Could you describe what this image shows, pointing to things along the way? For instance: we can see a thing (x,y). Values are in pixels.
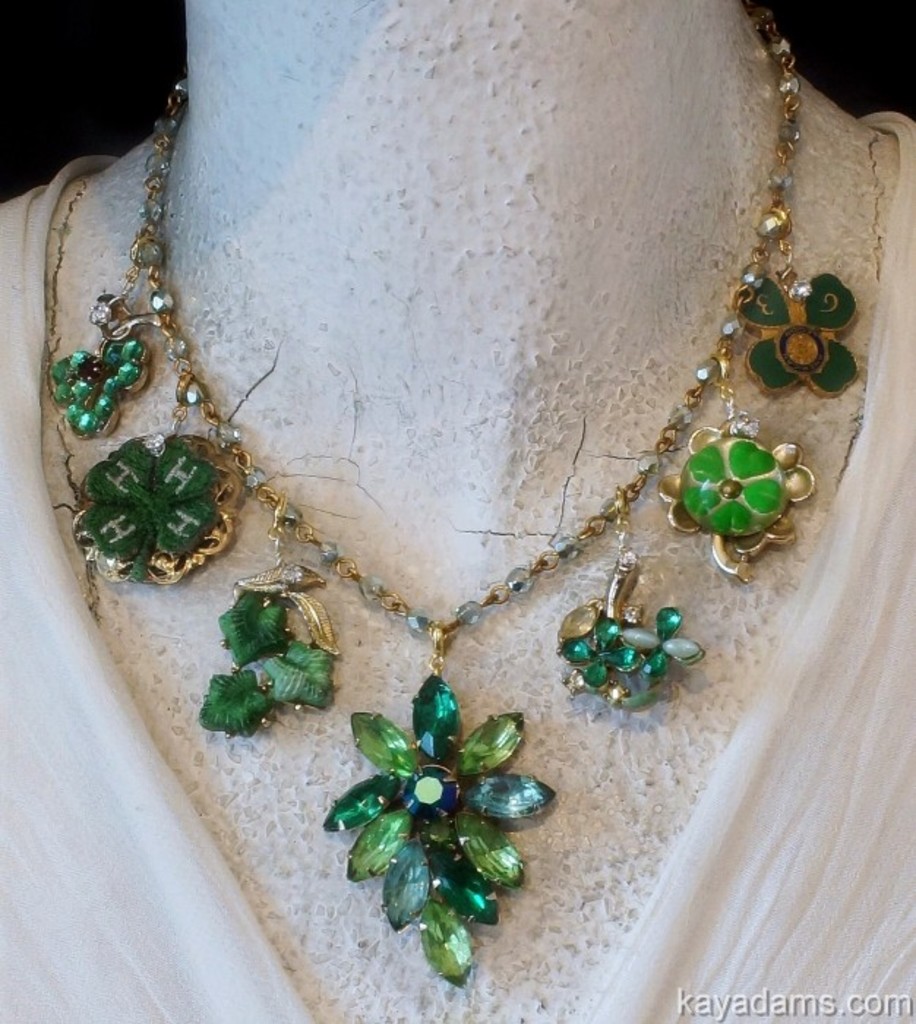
In this image we can see a necklace (514,720) on a mannequin (627,751).
